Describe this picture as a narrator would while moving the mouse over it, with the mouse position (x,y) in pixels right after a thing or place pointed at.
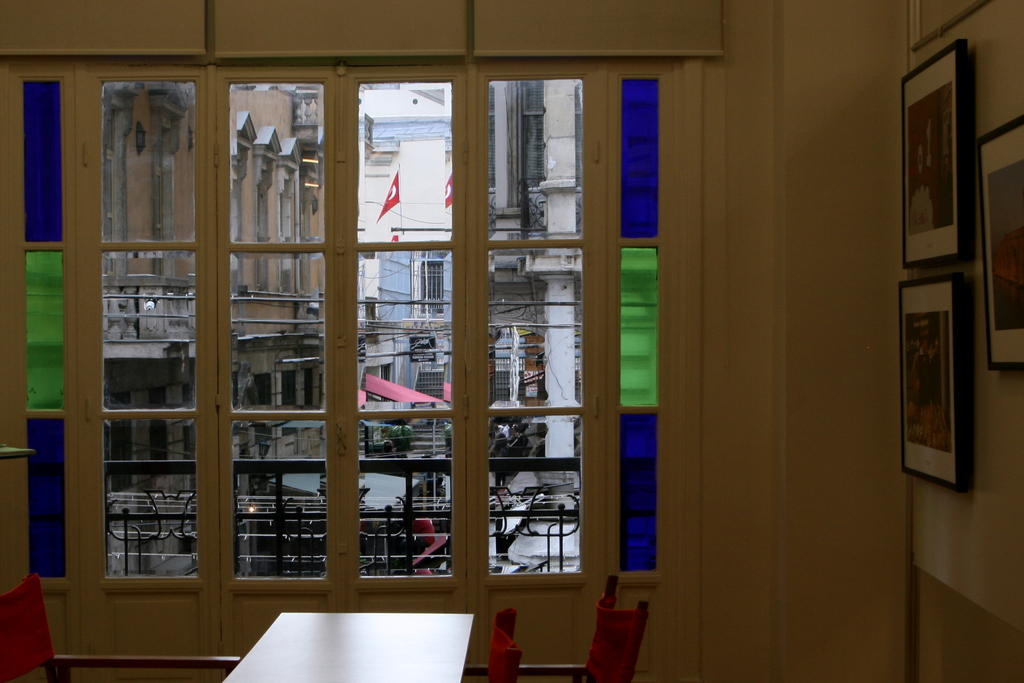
This image is taken in the room (904,429). In this image there are frames (949,364) placed on the wall (899,534) and there is a window (293,453). We can see buildings (434,321) and flags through the window glass (435,377) and there are grilles (325,493). At the bottom (451,657) there is a table (275,653) and we can see chairs (475,665).
